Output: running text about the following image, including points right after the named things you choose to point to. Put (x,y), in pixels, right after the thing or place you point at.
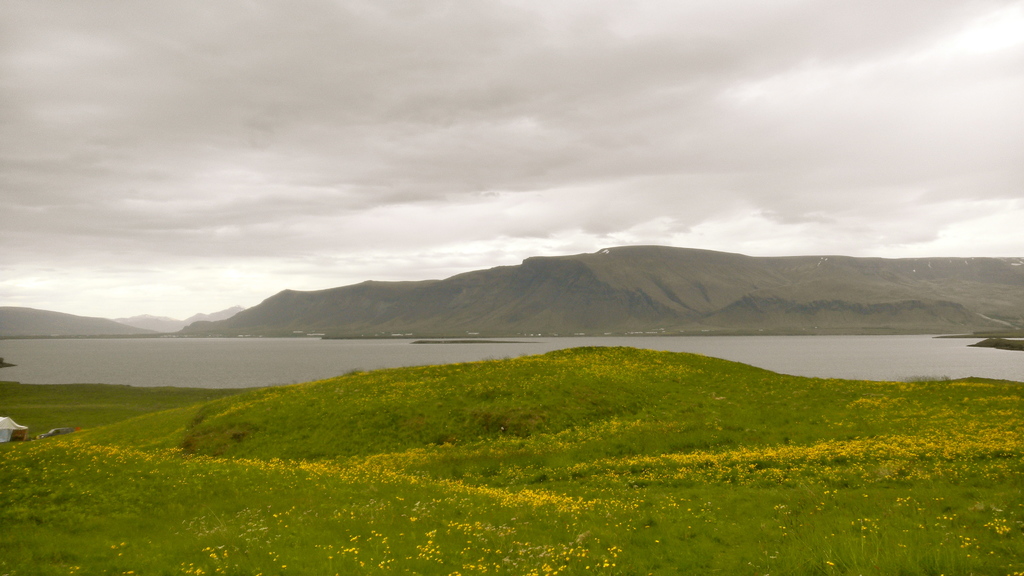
In this image i can see some plants (263,467) to which flowers (651,478) are grown and in the background of the picture (187,341) there is water (356,354), there are some mountains (413,322) and cloudy sky (437,148).
